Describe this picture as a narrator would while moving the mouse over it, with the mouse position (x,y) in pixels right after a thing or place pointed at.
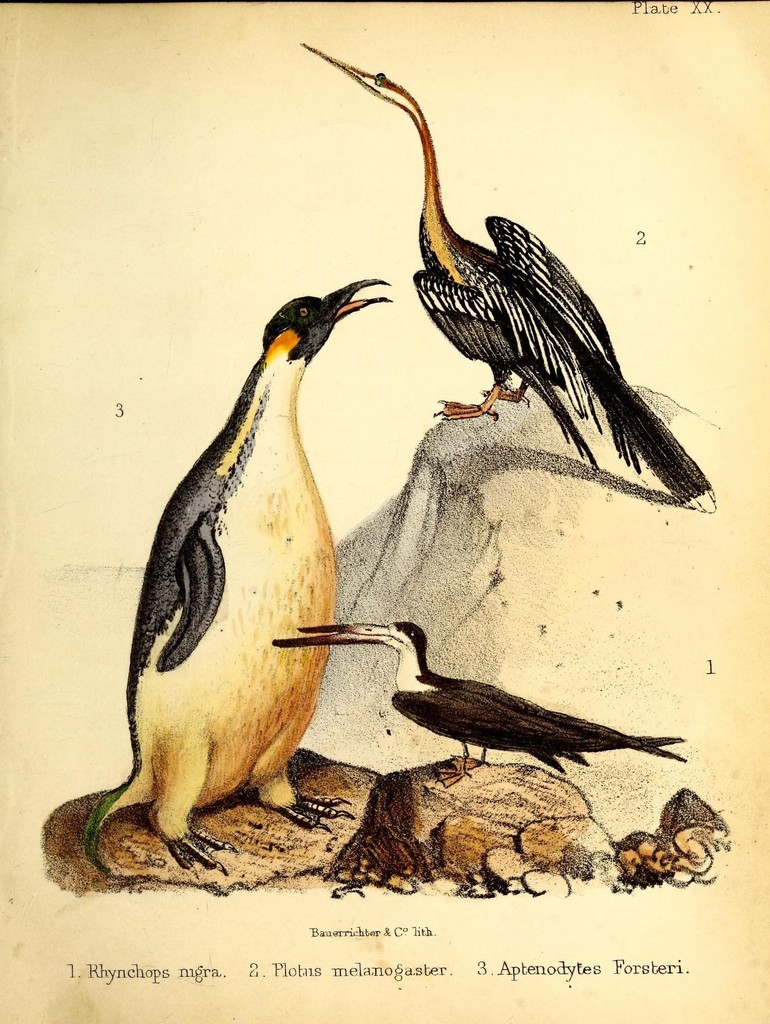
In this image we can see the painting (589,106) which includes birds (545,392), rocks (554,568), some written text (370,967) at the bottom (565,970).
